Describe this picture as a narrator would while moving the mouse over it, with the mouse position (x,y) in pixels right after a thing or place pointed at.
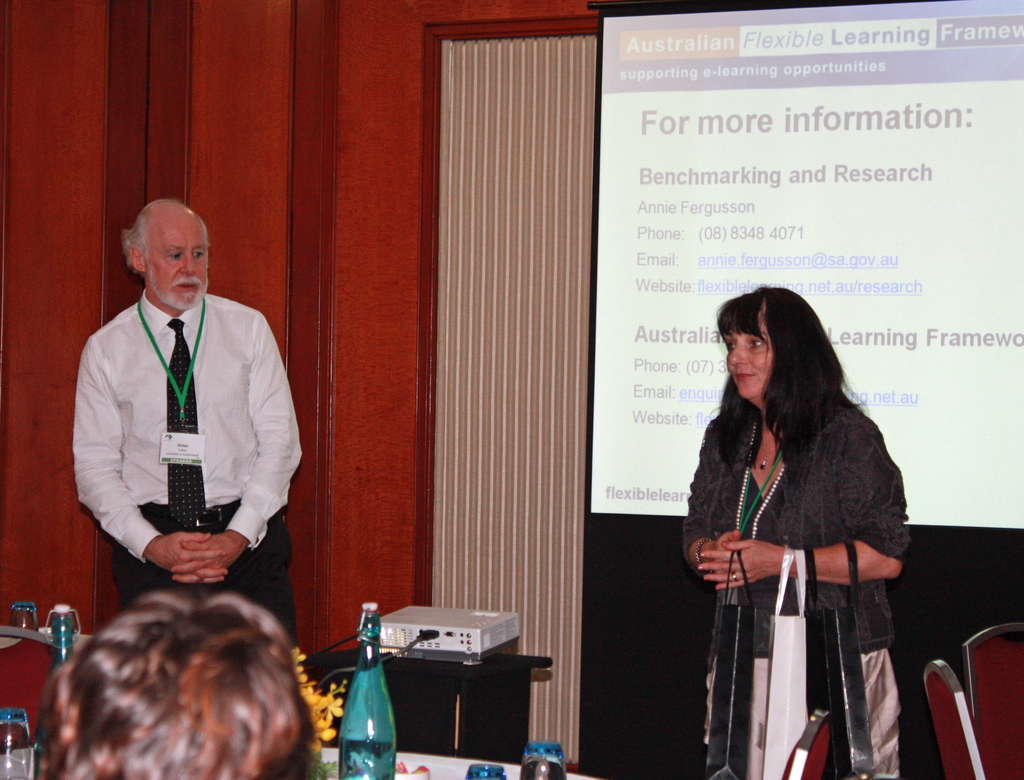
To the left side (241,386) there is a man (234,413) with white shirt (234,413), black pant (267,541) and black tie (186,477) is standing. Beside him there is a table (469,670) with projector (448,643) on it. To the right side (755,510) there is a lady (793,467) with black dress (837,528) holding three bags (837,660) on her hand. At the back of her there is a screen (786,213). To the right bottom (987,659) there are two red color chairs (982,685). And in the front (431,759) there is a table (446,760) with green bottle (365,721) on it.
